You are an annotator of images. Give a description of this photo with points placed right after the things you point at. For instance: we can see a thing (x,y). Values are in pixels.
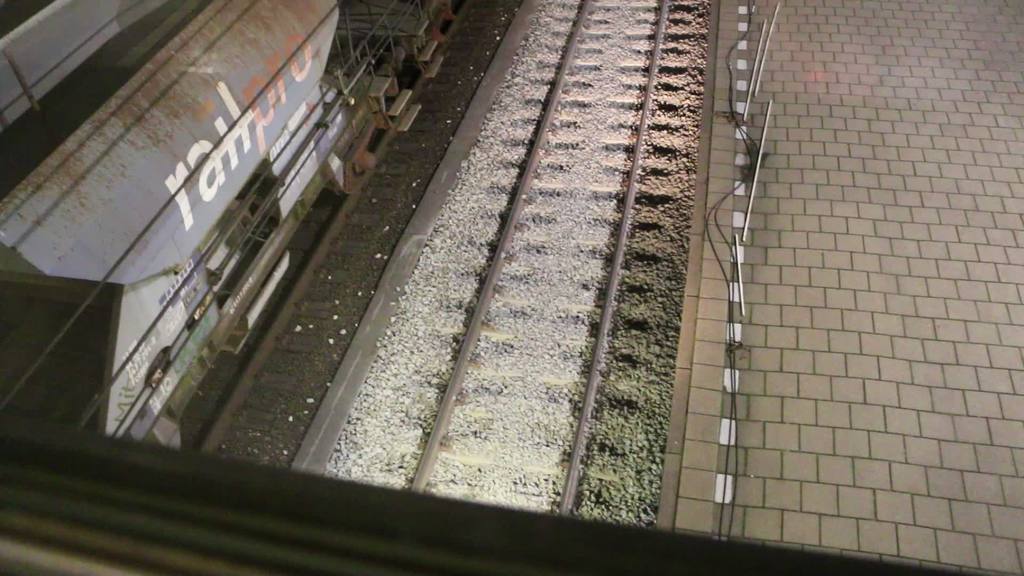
In the middle of the picture (577,275), we see the concrete stones (653,296) and the railway tracks (597,295). On the left side (278,156), we see a train (259,201) is moving on the railway tracks (299,292). On the right side (885,222), we see a pavement (918,261) or the platform (772,282). This picture might be clicked in the railway station (430,367).
